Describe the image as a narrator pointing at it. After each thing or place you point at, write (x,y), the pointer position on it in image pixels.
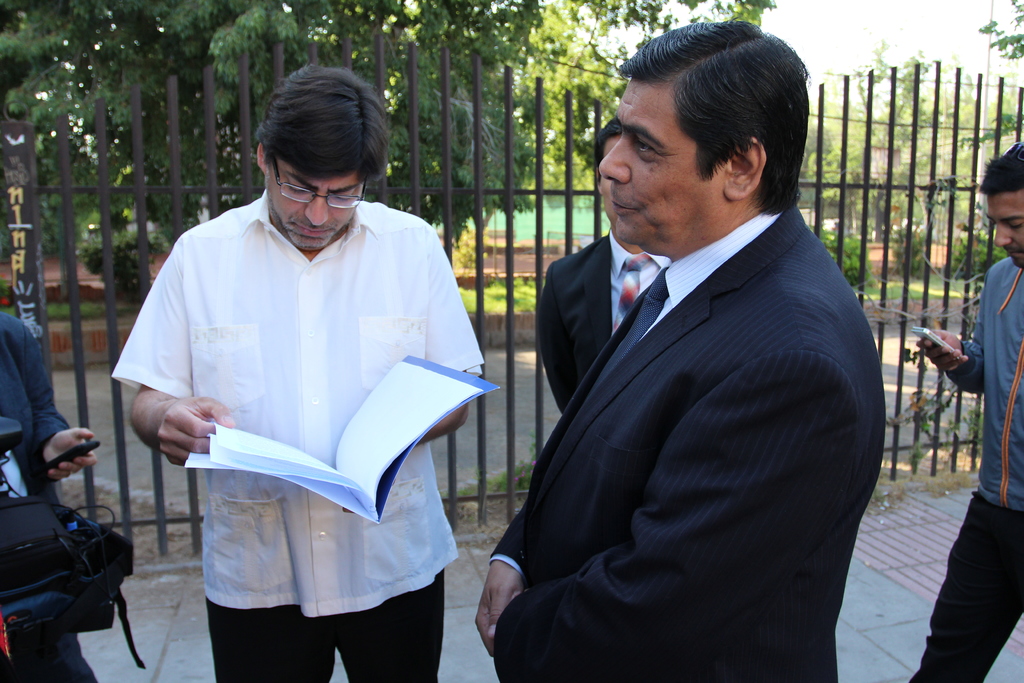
In this image we can see a man (276,436) wearing white shirt (271,491) is holding a file (384,448) in his hands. Also we can see a person (664,403) wearing blazer (700,463) is standing in front of him. In the background (805,192) we can see few people (1000,215) standing, fence (530,111) and trees (488,43).
